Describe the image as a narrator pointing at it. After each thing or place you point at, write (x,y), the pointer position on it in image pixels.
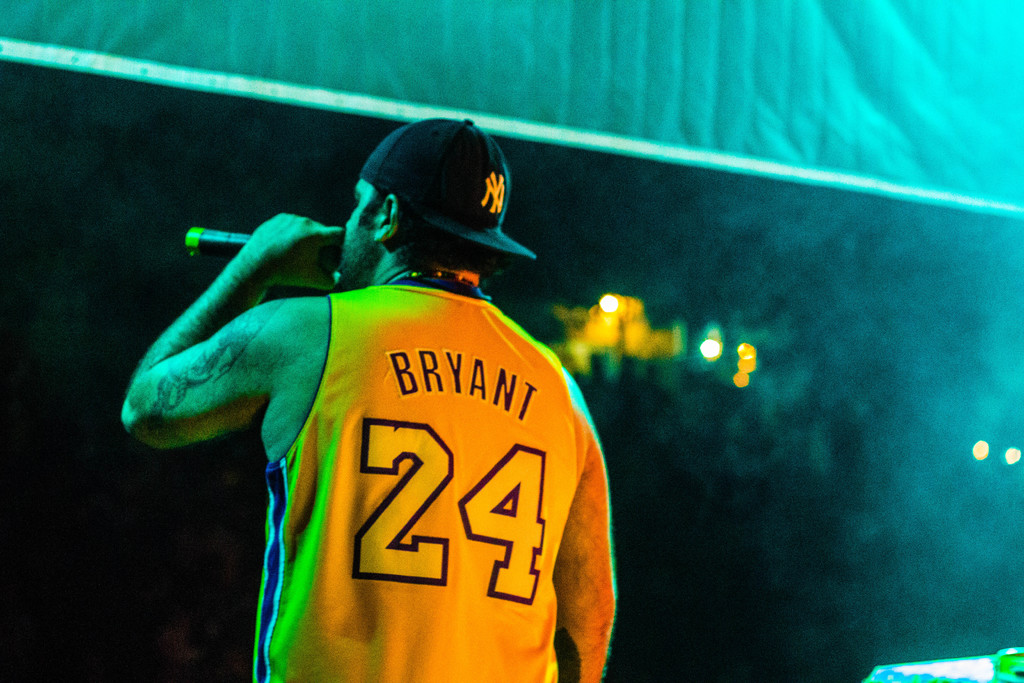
In this picture there is a man (439,457) standing and holding the microphone (324,259). At the back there are lights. At the top (985,61) there might be a banner (677,157). At the bottom right (939,671) there is an object (1019,654) on the table (931,659).
